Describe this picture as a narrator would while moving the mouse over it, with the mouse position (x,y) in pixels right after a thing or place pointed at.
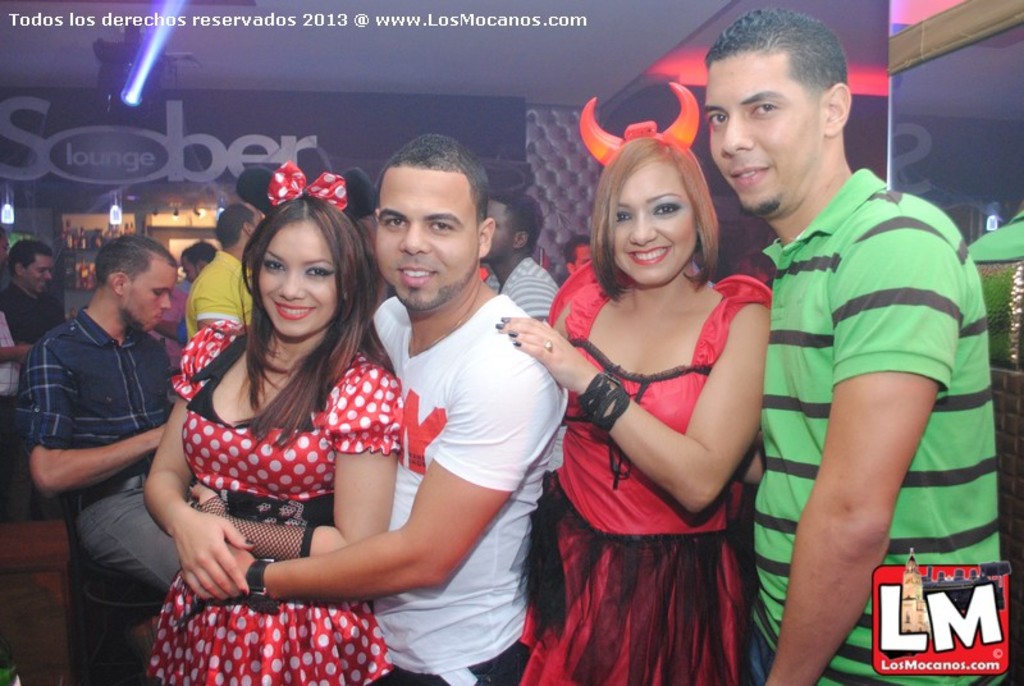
In the picture we can see four people (666,506) standing, two are woman (686,506) and two are men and they are smiling and in the background (102,284) we can see some people (106,365) are talking to each other and behind them we can see a racks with wine bottles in it.
